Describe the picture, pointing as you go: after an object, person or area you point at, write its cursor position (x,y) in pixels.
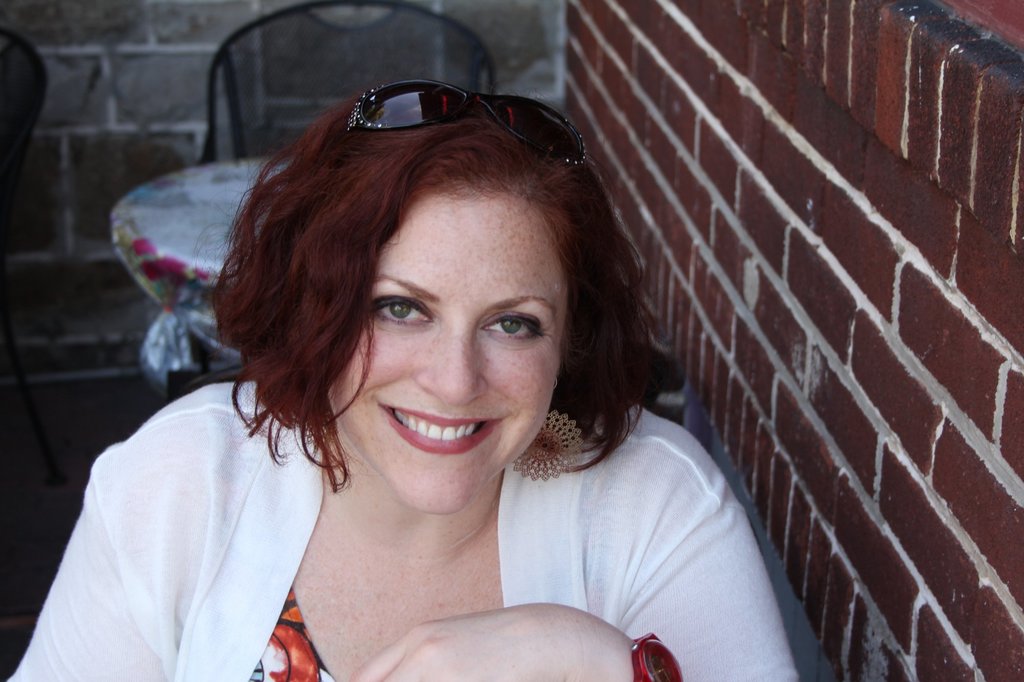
In this image we can see a woman (466,224) wearing the glasses (522,104) and smiling. We can also see the chairs (356,63) and also a table (202,215) which is covered with the cloth (160,228). We can also see the walls (179,66).
